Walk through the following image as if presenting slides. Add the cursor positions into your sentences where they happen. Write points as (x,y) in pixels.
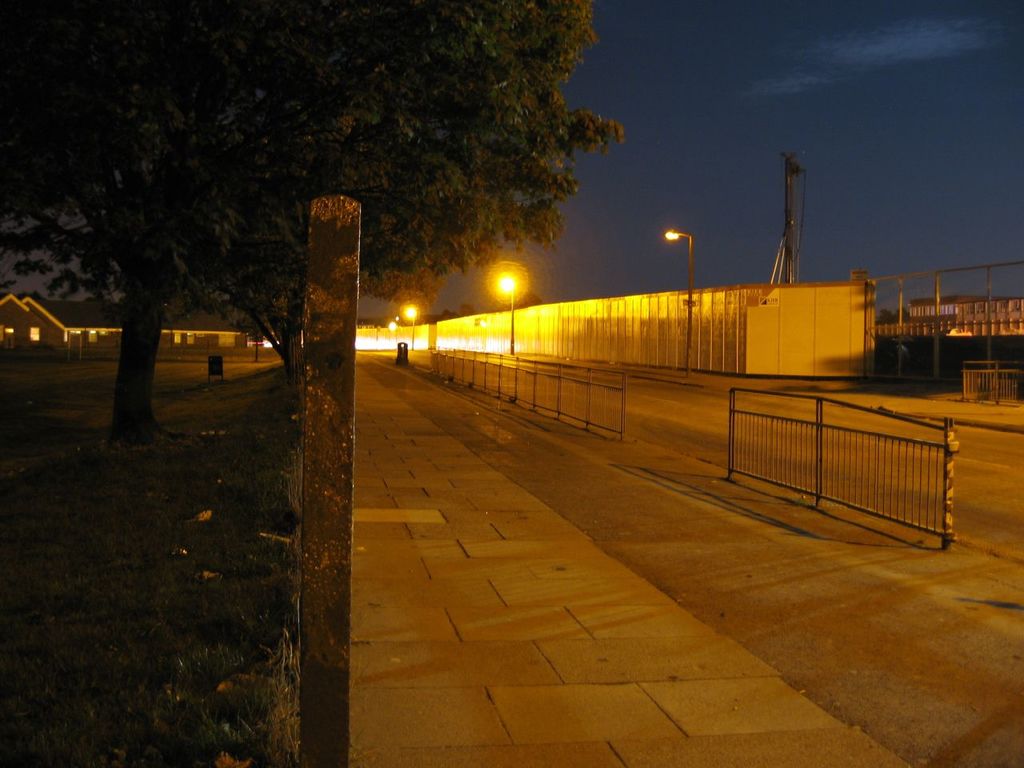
In this there are trees (182,171) and buildings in the left corner (228,200). There is a wall (706,354), poles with light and gates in the right corner (688,314). There is a fencing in the foreground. There is a sky (708,44) at the top (680,59). And there is a road (1002,703) at the bottom (516,669).
